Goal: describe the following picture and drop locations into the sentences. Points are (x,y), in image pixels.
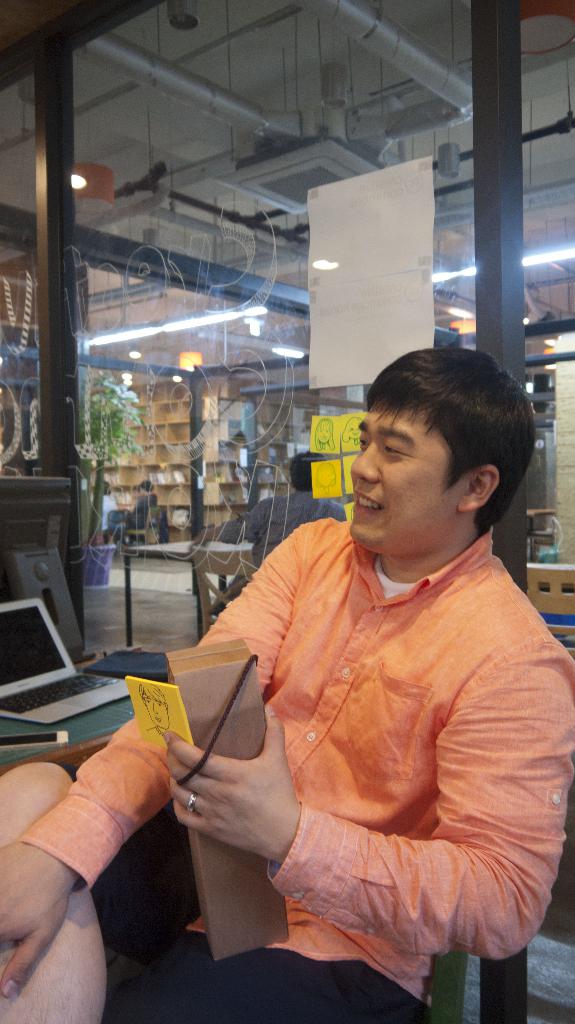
In this image we can see a person (274,832) sitting and the person (248,802) is holding objects (207,680). Behind the person (224,800) there is a glass (197,417), table (229,545) and a person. On the glass (297,347) we can see stickers (325,487) and a poster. In the background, we can see two persons (148,483) sitting on chairs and few objects (174,480) on the racks (180,504). On the left side (7,720), we can see a laptop (7,712) on a table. At the top (169,133) we can see a roof (227,147) and AC vent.
